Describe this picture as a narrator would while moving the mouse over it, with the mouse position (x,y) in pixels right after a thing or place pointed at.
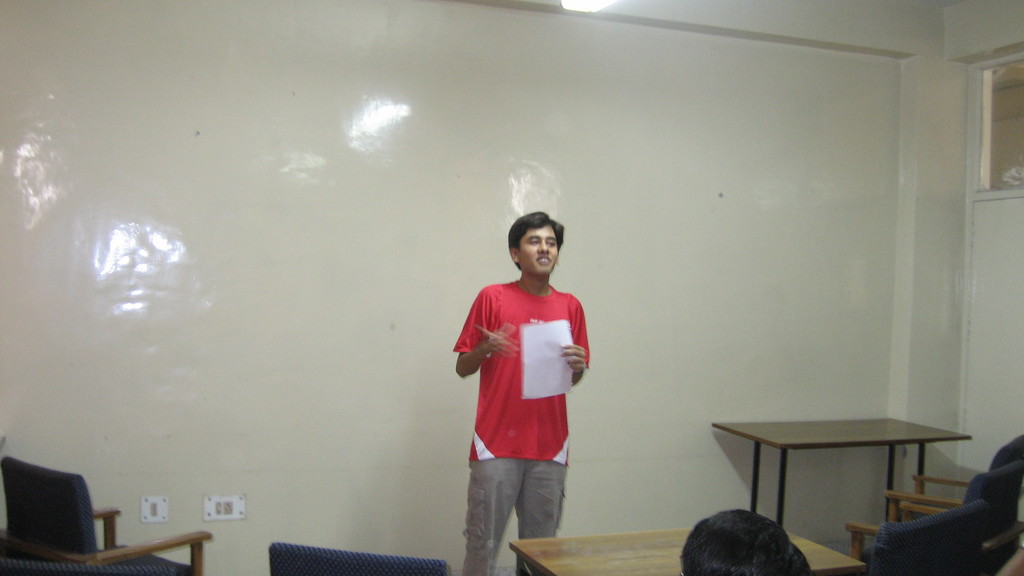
On the background (487,141) we can see a wall (772,284). We can see few empty chairs (955,515) and tables (553,548) here. Here we can see one boy (549,476) standing, holding a paper (541,375) in his hand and talking. He wore red colour shirt (520,397) and a pant (486,494) in light cream color.
